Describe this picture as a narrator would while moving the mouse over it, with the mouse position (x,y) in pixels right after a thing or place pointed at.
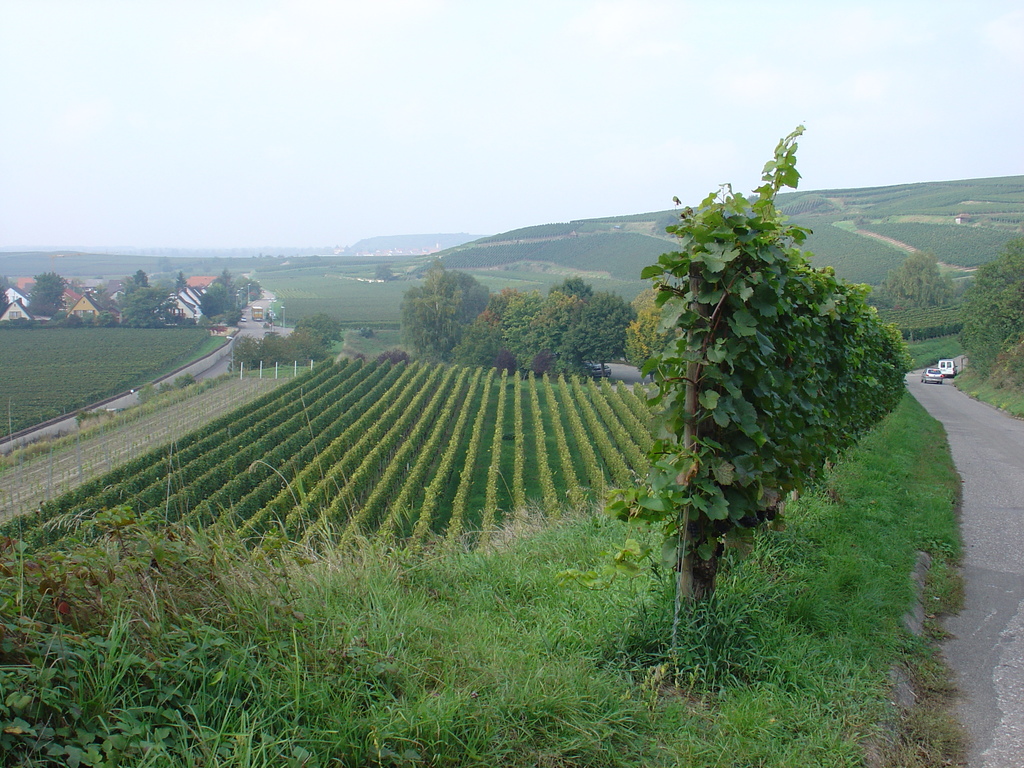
In this image there is the sky (593,74) towards the top of the image (232,96), there are mountains (419,245), there are trees (306,344), there are houses (114,303) towards the left of the image (192,284), there are plants (299,285), there is a road (257,325), there is road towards the right of the image (973,486), there are vehicles (940,373) on the road (944,394), there is grass (659,689) towards the bottom of the image (697,667), there are plants (168,726) towards the bottom of the image (144,721).
